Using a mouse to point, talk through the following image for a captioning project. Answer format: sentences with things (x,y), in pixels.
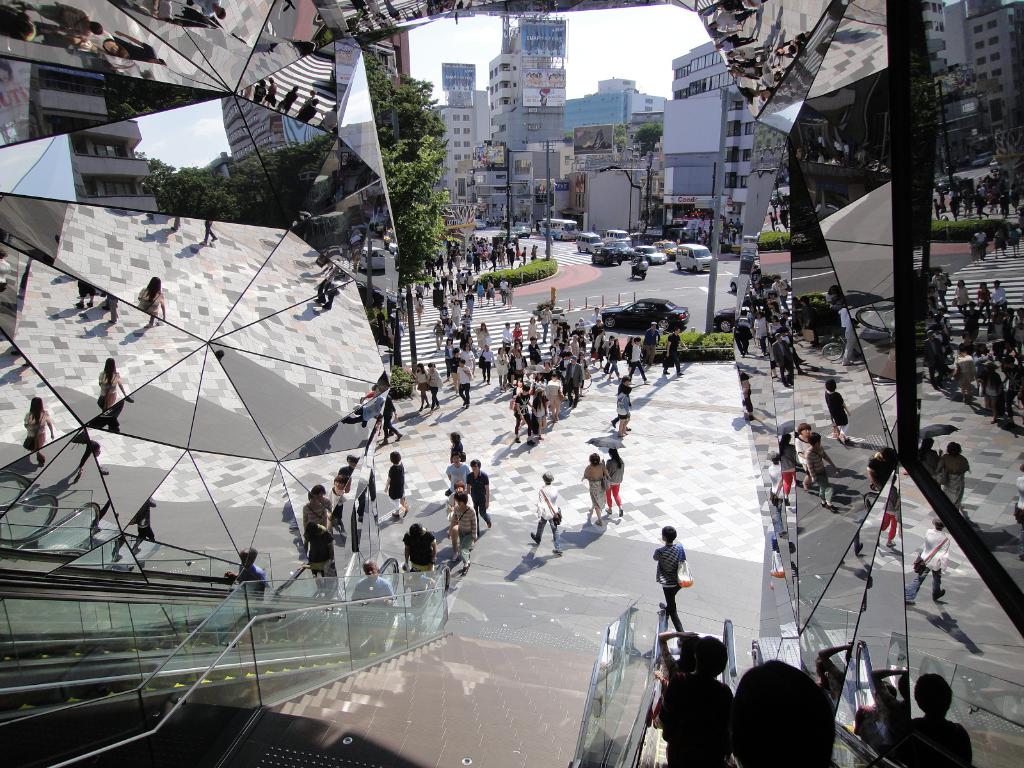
In this image there are some mirrors (847,147) at left side of the image (264,364) and right side of this image (854,182) as well, and there are some persons (560,335) are standing in middle of this image (458,303). There is a tree (422,139) at middle of this image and there are some buildings (579,195) at top of this image (659,175) and there are some stairs (577,711) at bottom of this image (392,736). There are some cars (664,302) at middle of this image (653,257) and there is a sky (625,38) at top of this image (608,46).
